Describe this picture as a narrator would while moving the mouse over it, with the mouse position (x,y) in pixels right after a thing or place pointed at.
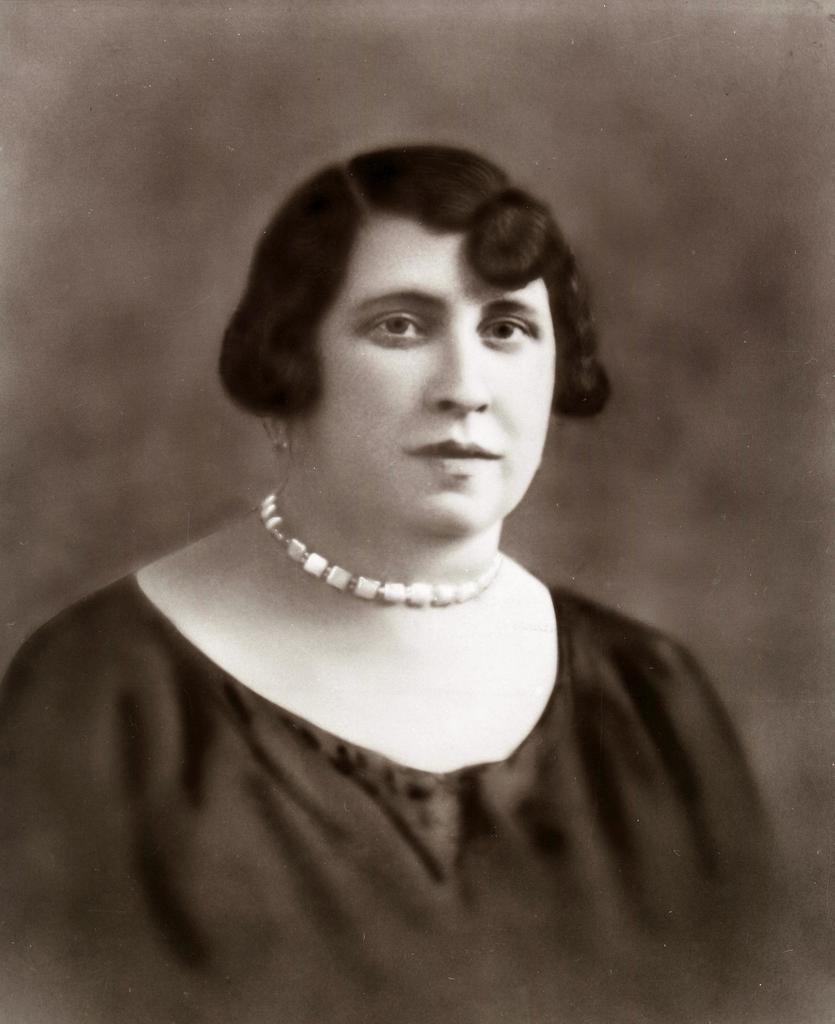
In this image we can see a lady (405,532), there is a necklace (405,587) around her neck (323,534), the background (488,122) is blurred, and the picture is taken in black and white mode.
